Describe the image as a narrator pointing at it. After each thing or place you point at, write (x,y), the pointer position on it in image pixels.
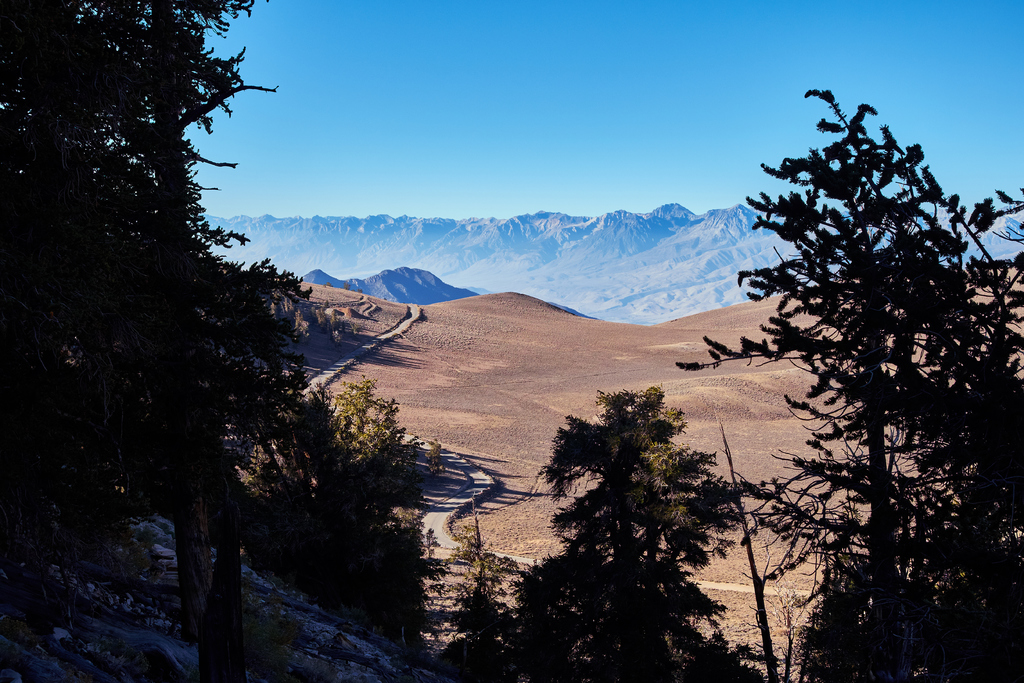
In this image we can see a pathway (372,343) on the ground (426,416) and a group of trees (338,548). On the backside (671,314) we can see the mountains (599,257) and the sky (554,137) which looks clear.
